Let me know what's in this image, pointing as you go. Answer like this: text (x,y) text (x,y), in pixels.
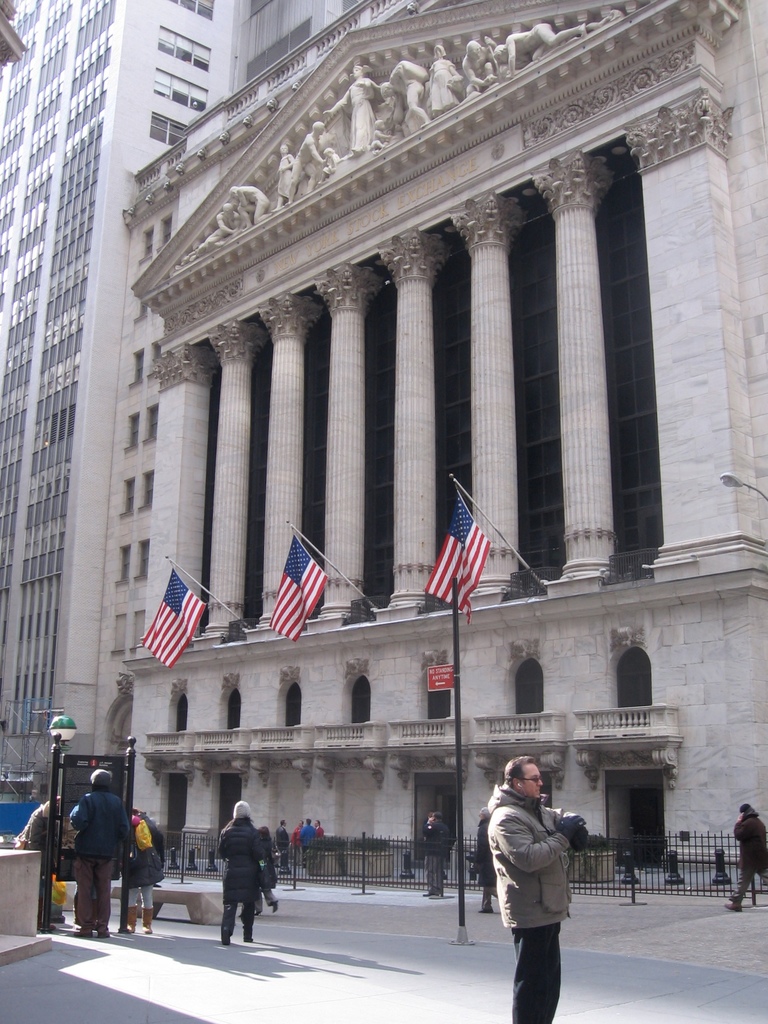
At the bottom (552,839) there is a man (552,905) who is wearing goggle (536,782), jacket (518,878), t-shirt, gloves (573,832) and trouser (530,975). In the bottom left corner (88,818) we can see the group of persons (102,812) standing near to the board (77,782) and wall (26,871). On the right (749,879) there is a man (746,869) who is walking on the street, beside him we can see the black fencing (708,858). In front of the building (364,819) we can see the group of persons (308,837) were standing. On this building (525,628) there are three flags (174,600). At the top of the building (284,80) we can see the statues of the persons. On the left (29,80) we can see the skyscraper (72,88).
